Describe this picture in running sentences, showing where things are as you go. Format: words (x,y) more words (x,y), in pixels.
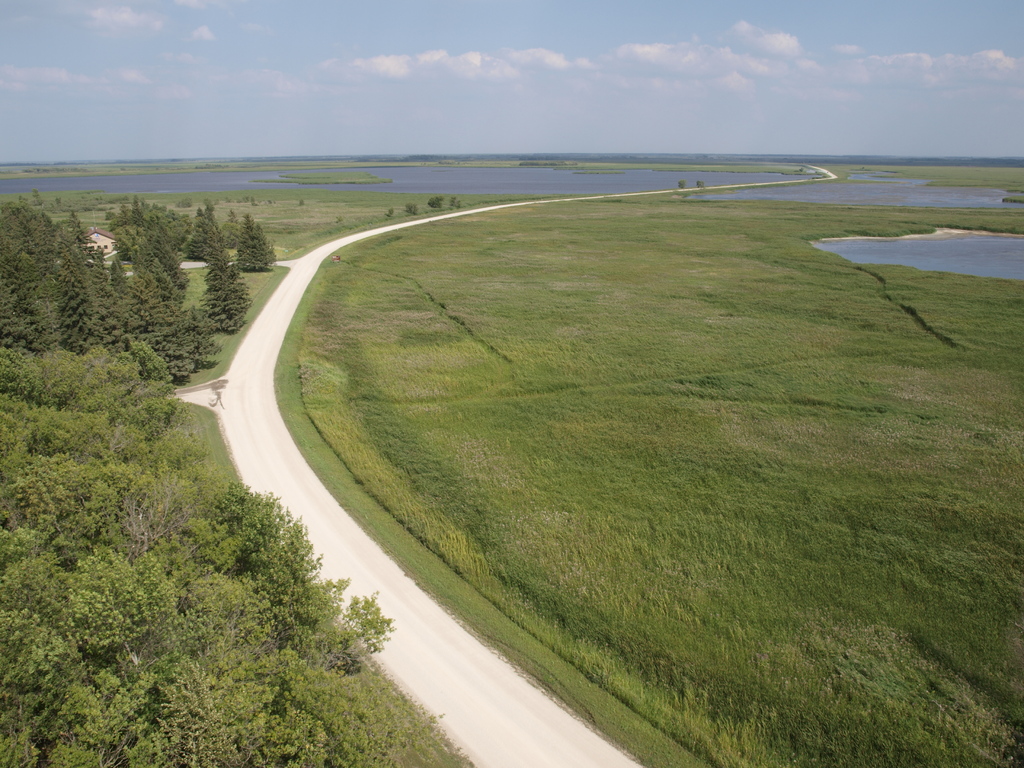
In this image I can see few trees (81,447) which are green in color, the road (525,733), some grass (676,544) which is green in color and the water (898,258). I can see a building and in the background (239,145) I can see the sky (284,91).
